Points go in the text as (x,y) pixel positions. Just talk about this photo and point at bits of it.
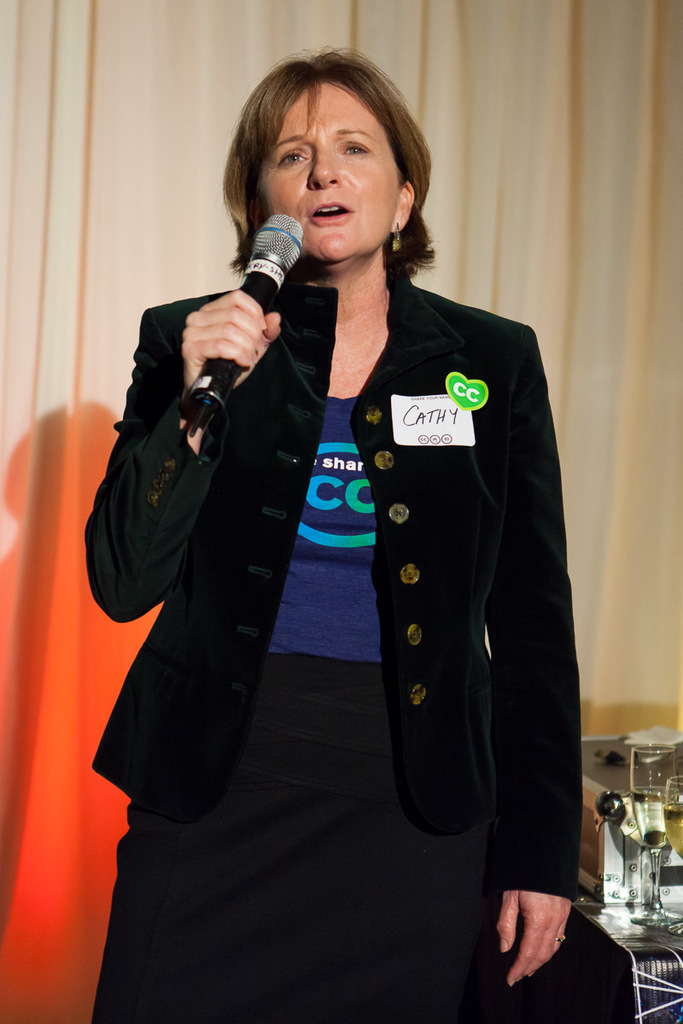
In the center (362,599) we can see one woman (352,472) holding microphone (202,428). And coming to back we can see curtain (609,394).
